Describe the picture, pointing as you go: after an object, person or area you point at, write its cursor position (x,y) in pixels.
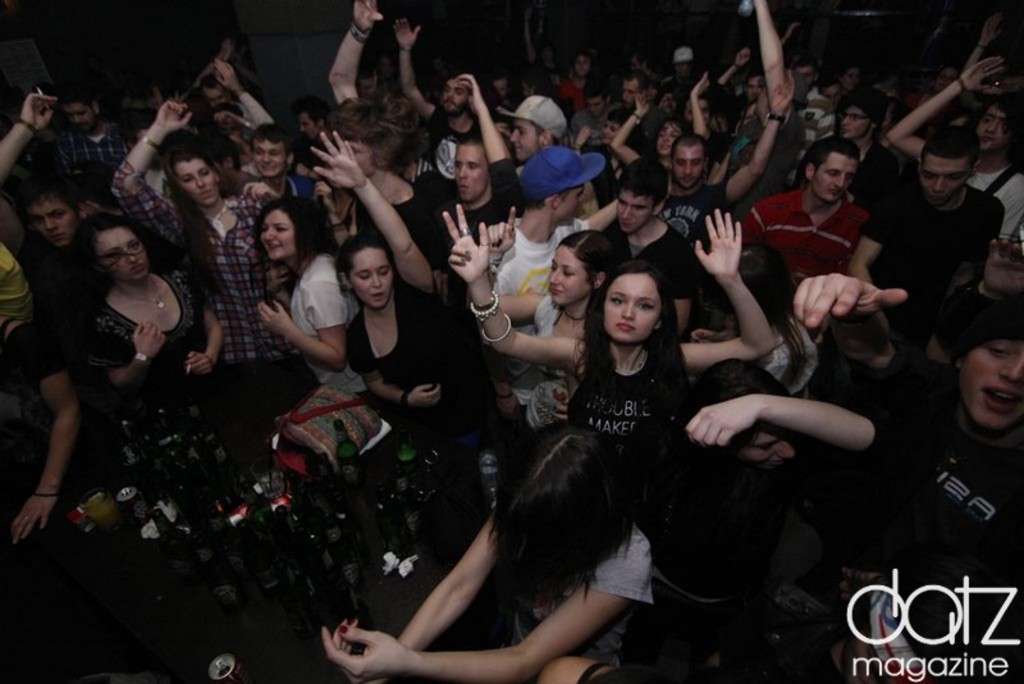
On the bottom right (912,596), there is a watermark (956,592). In the background (91,120), there are persons (349,144) in different color dresses (956,214). Beside them, there are bottles (212,474) and bags (308,403) on a surface (191,592). And the background (896,77) is dark in color.
